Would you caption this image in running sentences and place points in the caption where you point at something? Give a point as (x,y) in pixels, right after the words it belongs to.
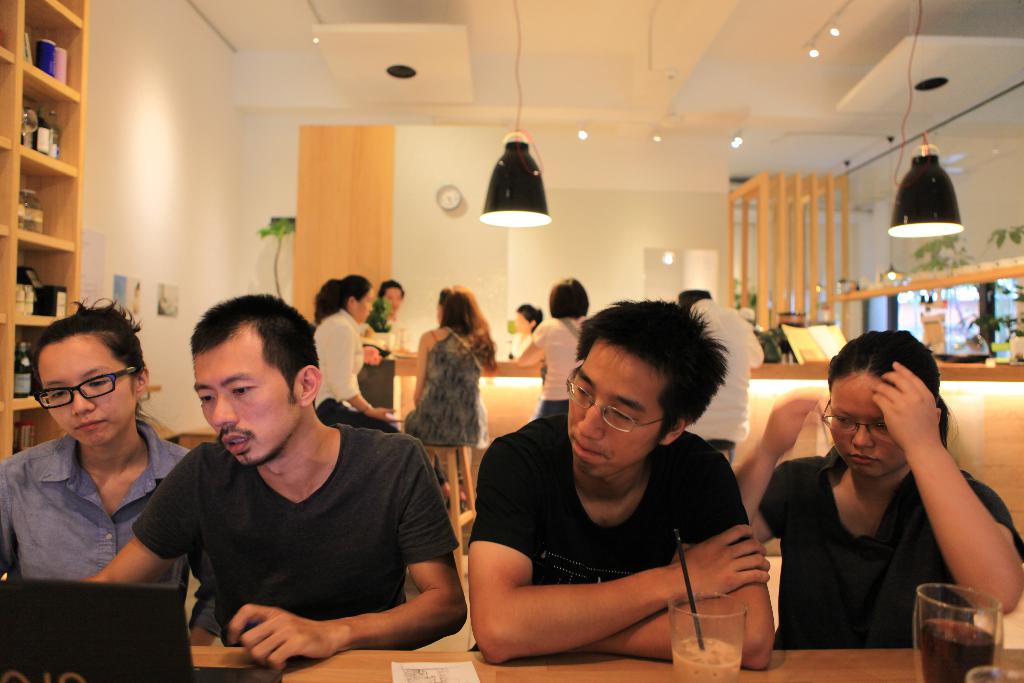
As we can see in the image there is a white color wall (167,186), two lights (537,213), a clock (457,204), table (534,669) and on table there are glasses (731,631) and laptop (112,653).
